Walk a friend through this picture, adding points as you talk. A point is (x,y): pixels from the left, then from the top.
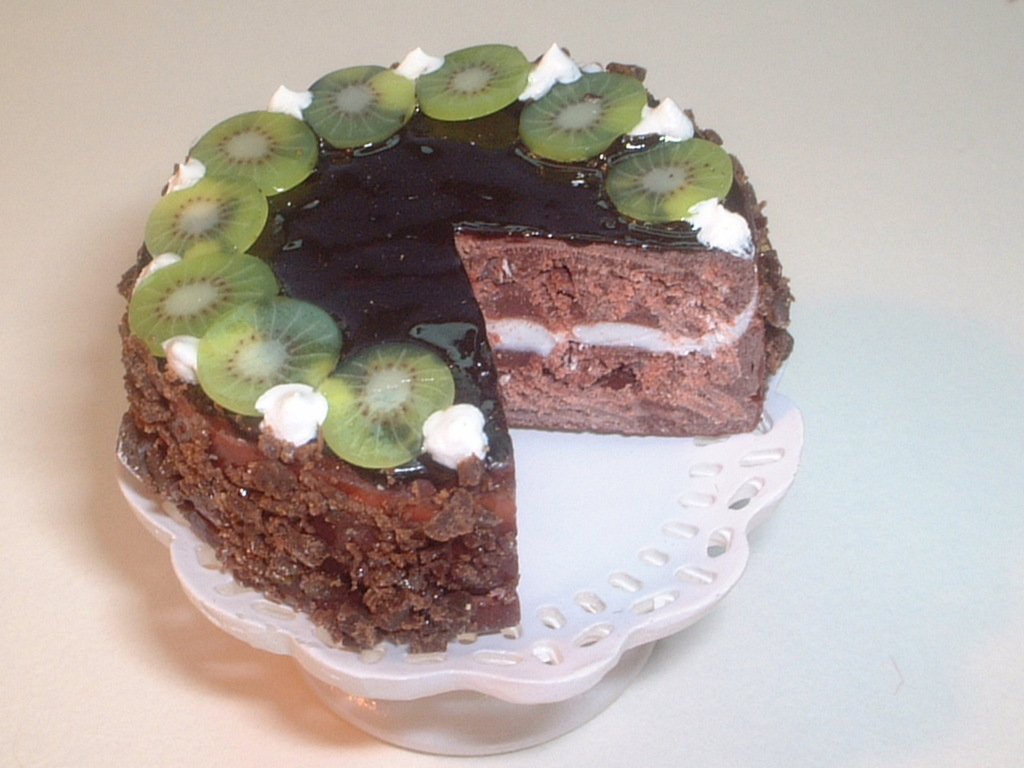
In the center of the image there is a table (133,713). On the table (229,766), we can see one cake stand (639,640). On the cake stand (605,483), we can see one cake (448,429). On the cake (300,363), we can see some cream (185,358) and some fruit slices (437,98).
